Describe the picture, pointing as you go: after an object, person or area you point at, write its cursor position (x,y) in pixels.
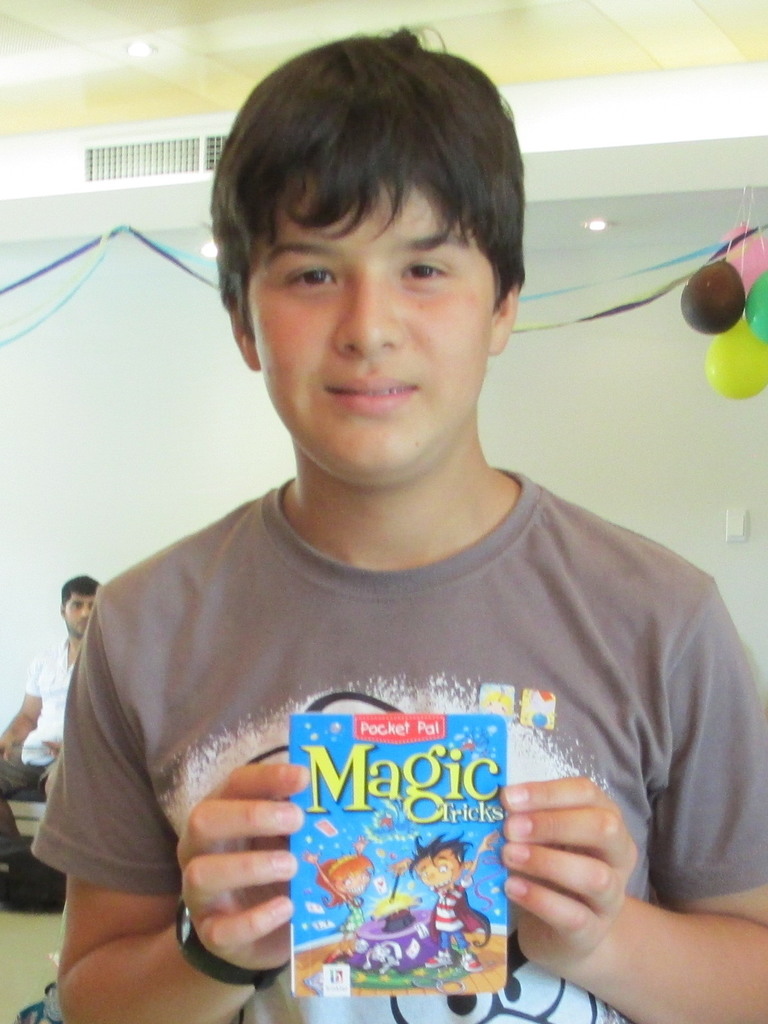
In this picture I can see a man (387,603) is holding an object (365,856) in the hand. In the background (55,687) I can see man (37,734) is sitting. I can also see balloons (724,348), wall (664,375), lights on the ceiling (108,19).
